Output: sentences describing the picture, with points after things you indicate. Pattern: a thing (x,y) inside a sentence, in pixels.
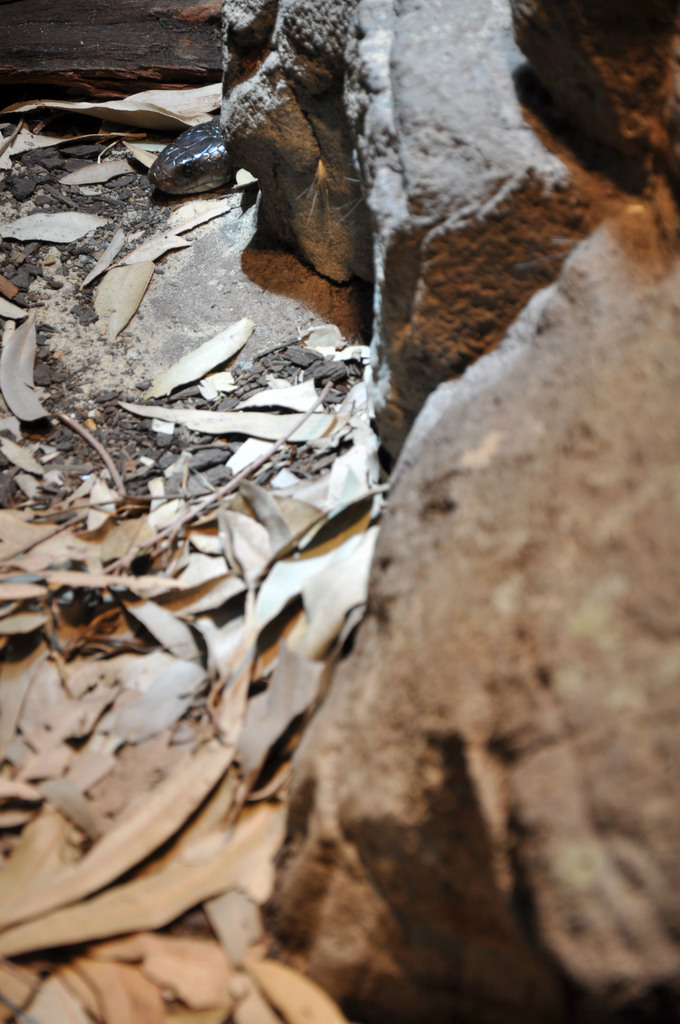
In this image, we can see dry leaves (288,641), rocks (457,489). Top of the image (211,173), we can see a reptile (205,181) and some object (181,63).
